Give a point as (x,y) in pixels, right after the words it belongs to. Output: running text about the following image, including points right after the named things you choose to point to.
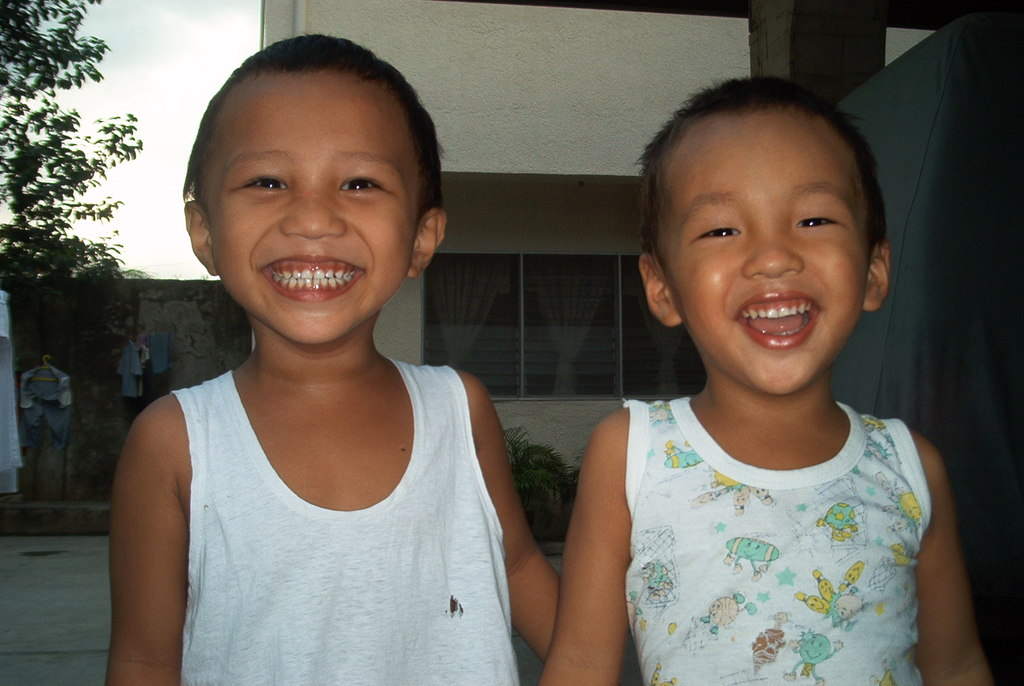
In the image i can see the two childrens (849,298) are smiling and in the background (551,97) i can see the building (746,5), curtains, trees (28,272), plants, wall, sky (160,67).
